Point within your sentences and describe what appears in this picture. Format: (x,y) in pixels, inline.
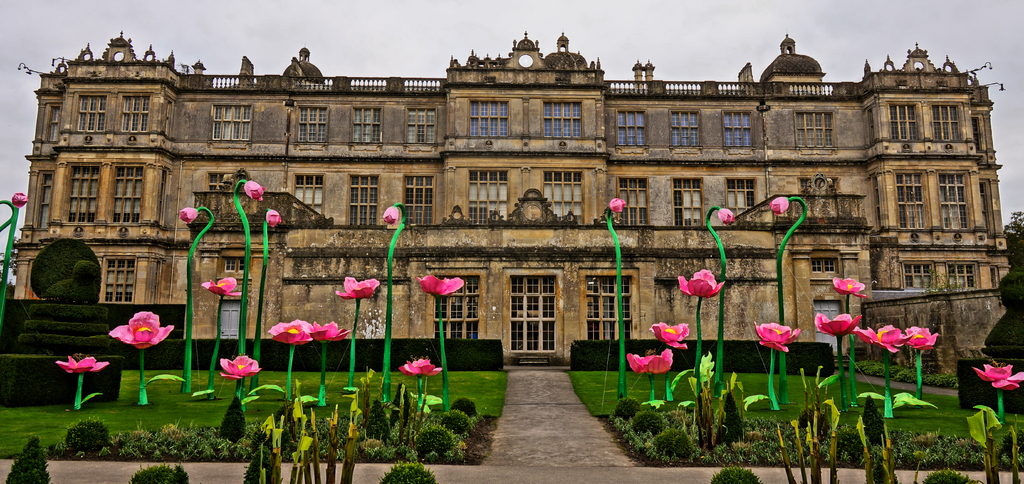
In this picture we can see a building (846,260), grass (464,392), plants (615,361), flowers (353,354), and trees (9,340). In the background (46,19) there is sky (745,21).
